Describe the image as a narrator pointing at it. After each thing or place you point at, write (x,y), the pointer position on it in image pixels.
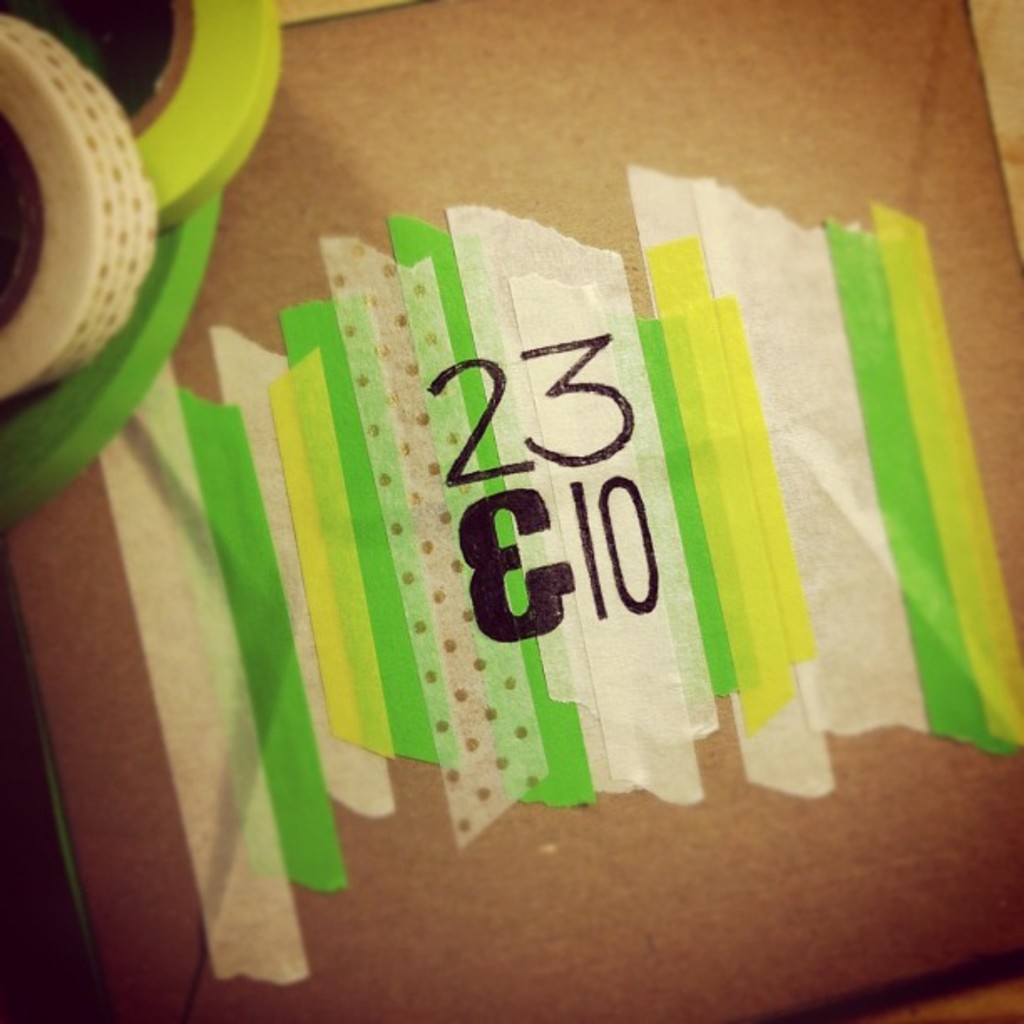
In this image there is a board (808,180) having few papers (753,619) attached to it. On papers (583,568) there is some text (554,579) written. Left top there are few tapes (223,114) on the board (197,319).
